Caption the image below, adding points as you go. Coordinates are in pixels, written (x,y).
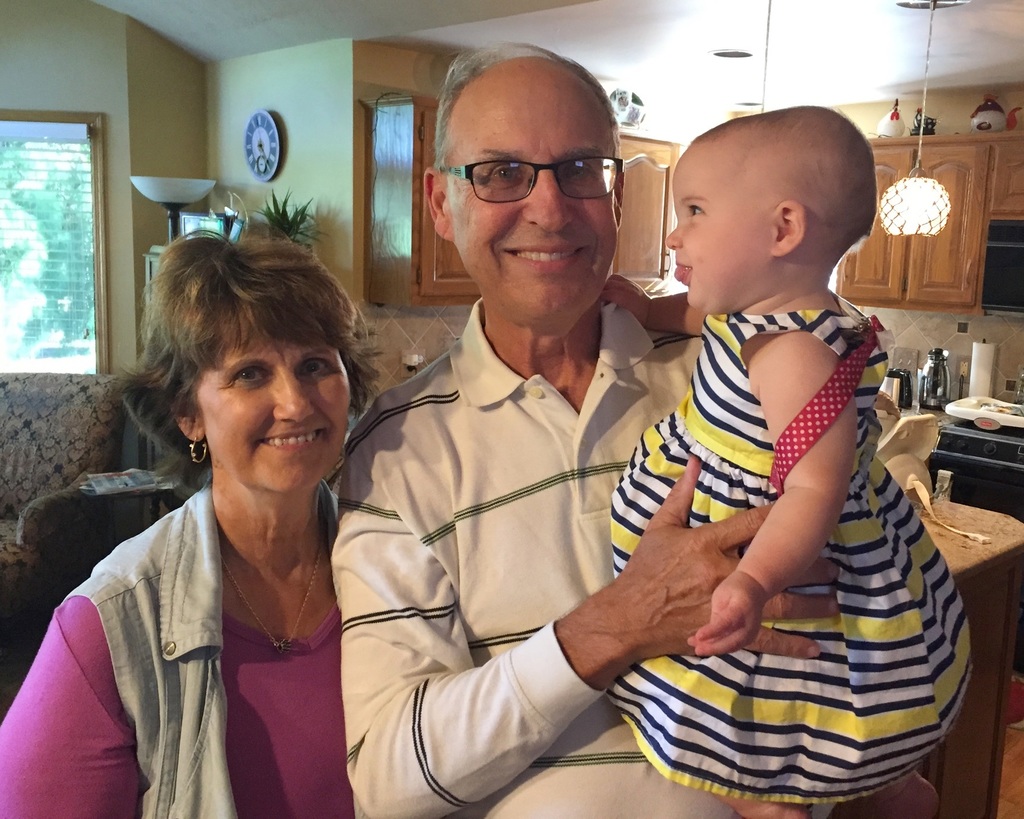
In the image in the center (590,400), we can see two persons (500,500) are standing and they are smiling, which we can see on their faces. And the man (571,478) is holding one baby (732,430). In the background (152,149) there is a wall (922,325), roof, window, wall clock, cupboards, lights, sofas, tables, flasks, containers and a few other objects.
